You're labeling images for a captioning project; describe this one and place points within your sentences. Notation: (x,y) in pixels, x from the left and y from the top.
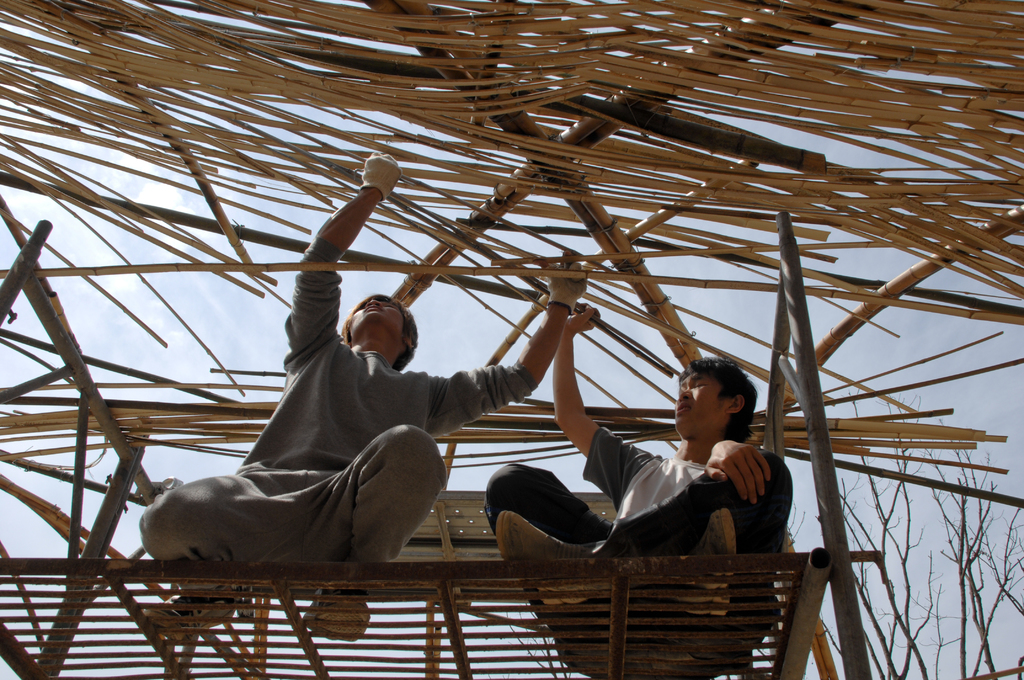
At the bottom of this image (725,466), there are two persons (532,354) on a platform (127,574) adjusting sticks (905,442) which are above them. In the background (922,558), there are trees (959,555) and there are clouds (978,391) in the sky (524,305).
